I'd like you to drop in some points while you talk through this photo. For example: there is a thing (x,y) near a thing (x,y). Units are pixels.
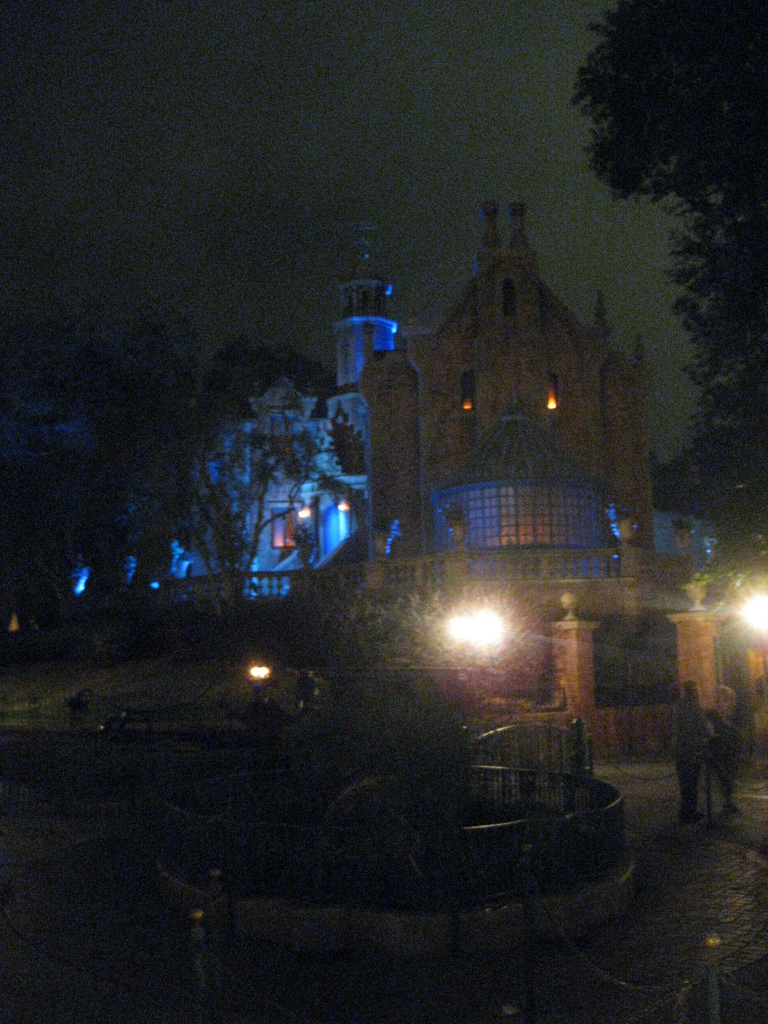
This picture is dark, in this picture there are people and we can see lights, buildings (427,497), fence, trees (166,476) and sky (406,60).
